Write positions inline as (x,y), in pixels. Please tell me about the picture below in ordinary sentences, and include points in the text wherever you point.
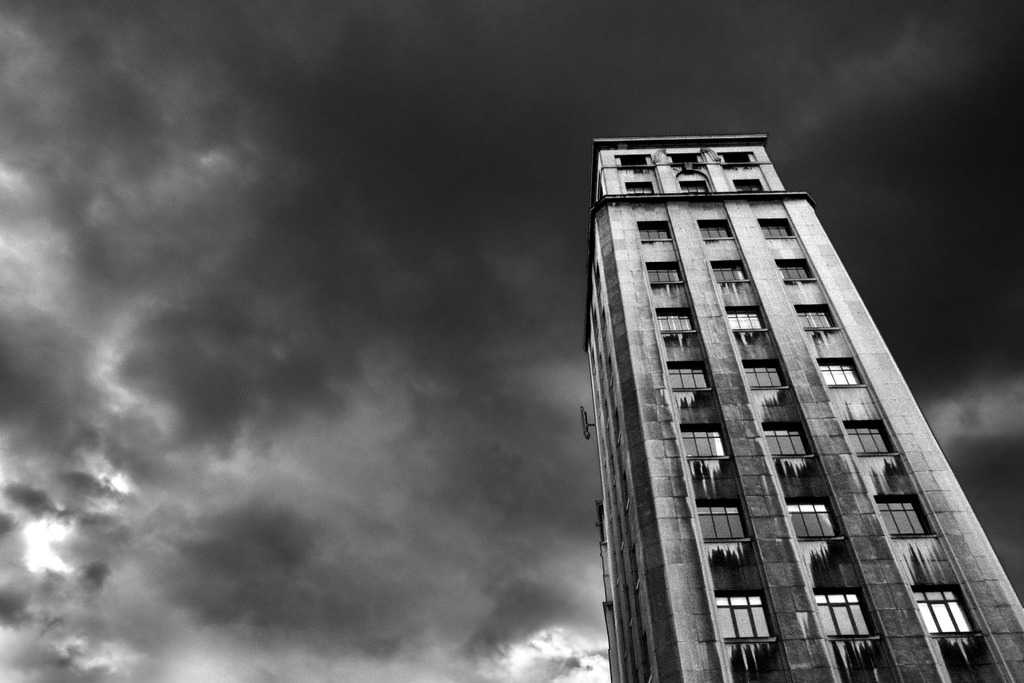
This is a black and white picture. I can see a building (823,384), and in the background (654,117) there is the sky (654,117).
